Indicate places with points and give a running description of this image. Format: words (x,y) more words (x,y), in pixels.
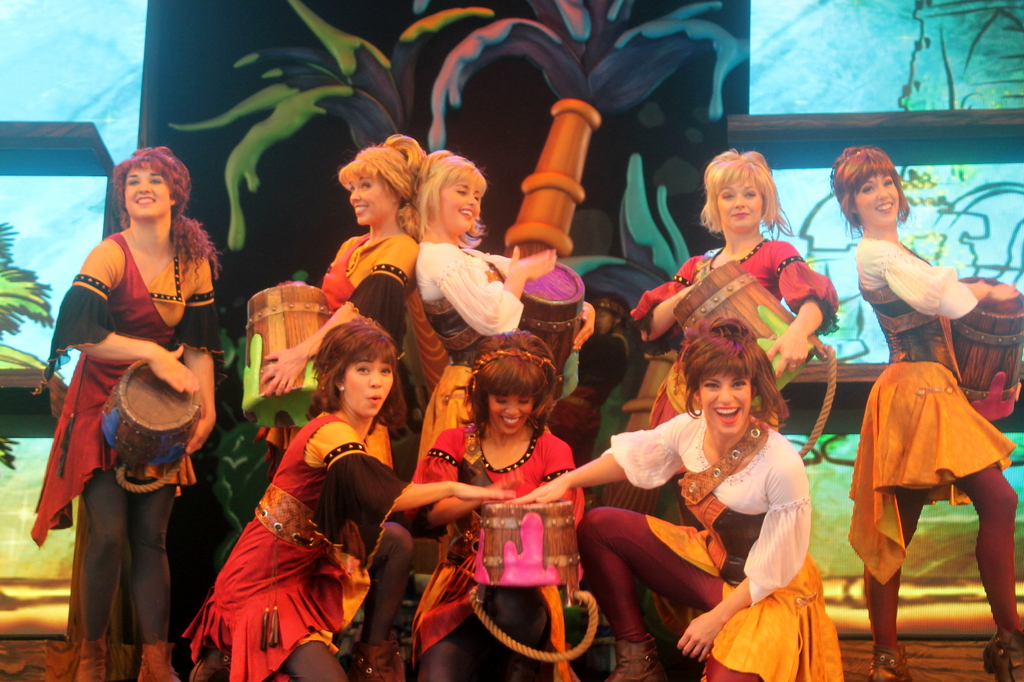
In the center of the image (393,231) there are people (445,601) playing musical instruments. In the background of the image (484,54) there is a painting (224,44).
